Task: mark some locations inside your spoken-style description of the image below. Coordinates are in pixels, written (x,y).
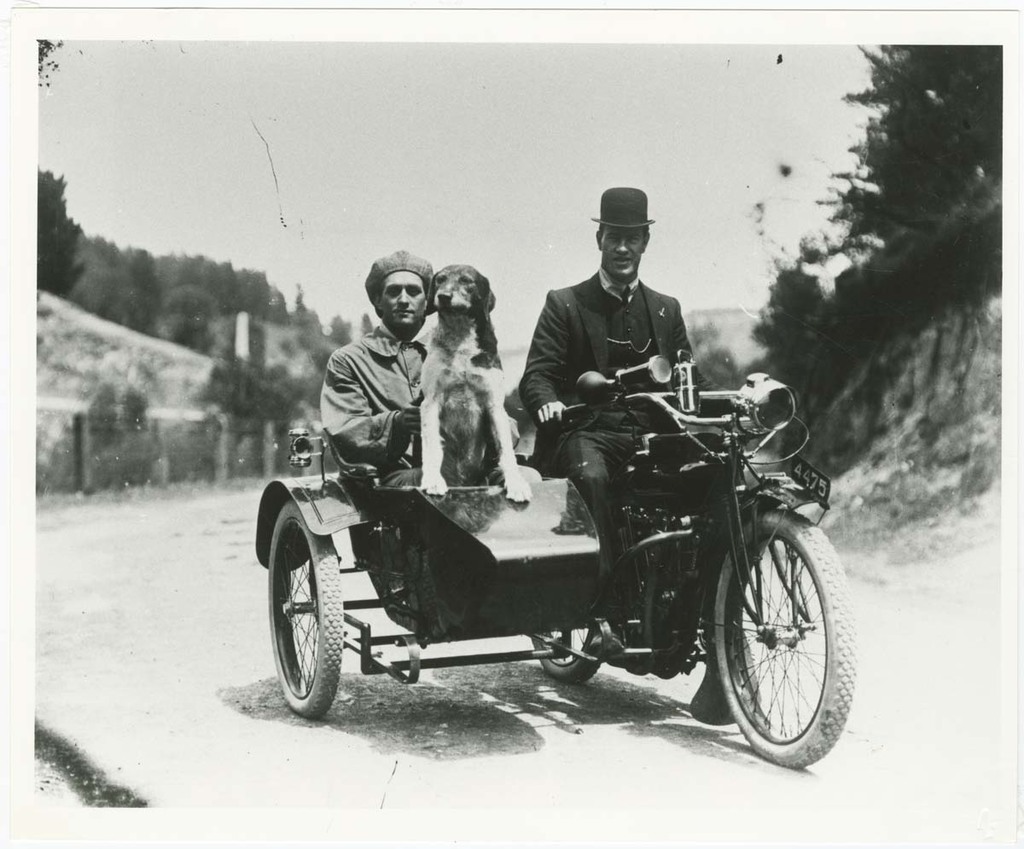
In this Image I see 2 persons (373,437) and a dog (515,465) who are sitting on the motorcycle (412,485) and they are on the path (47,536).
